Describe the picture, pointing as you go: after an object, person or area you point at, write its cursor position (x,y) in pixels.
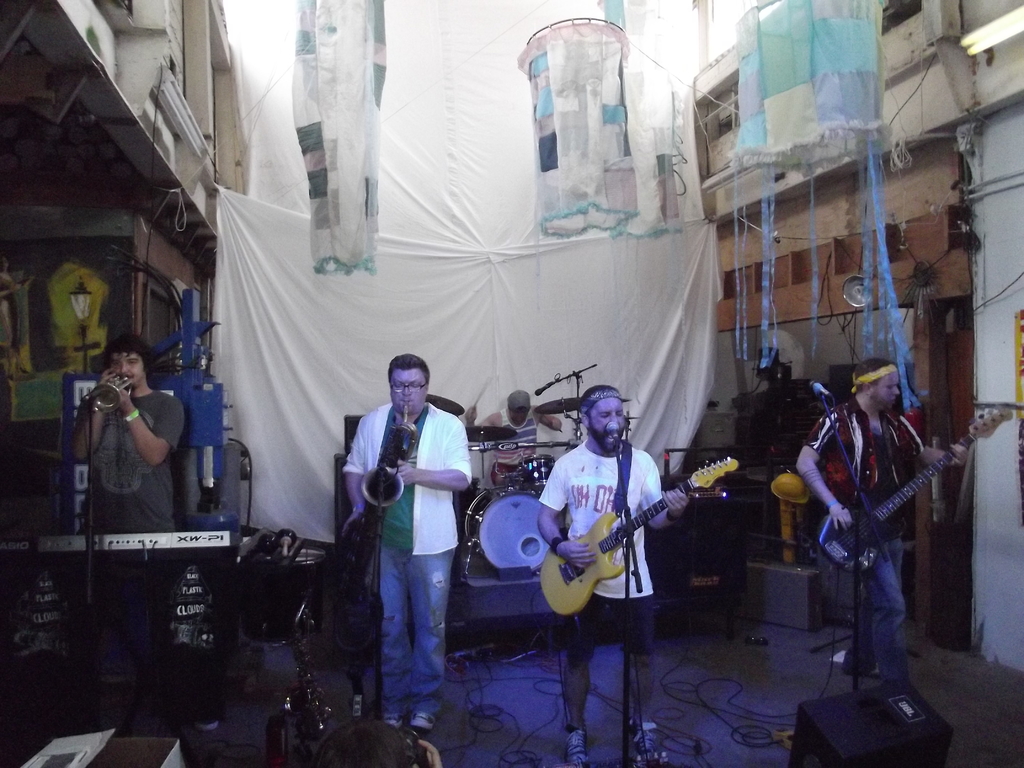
In this image there are people (837,456) playing musical instruments (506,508). In front of them there are mikes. Behind them there is another person (501,422) playing musical instruments (549,462). On both right and left side of the image (86,201) there are buildings (900,285). In the background of the image (393,124) there are banners (480,111). At the bottom of the image (724,693) there are wires (736,685) on the surface (742,693).
